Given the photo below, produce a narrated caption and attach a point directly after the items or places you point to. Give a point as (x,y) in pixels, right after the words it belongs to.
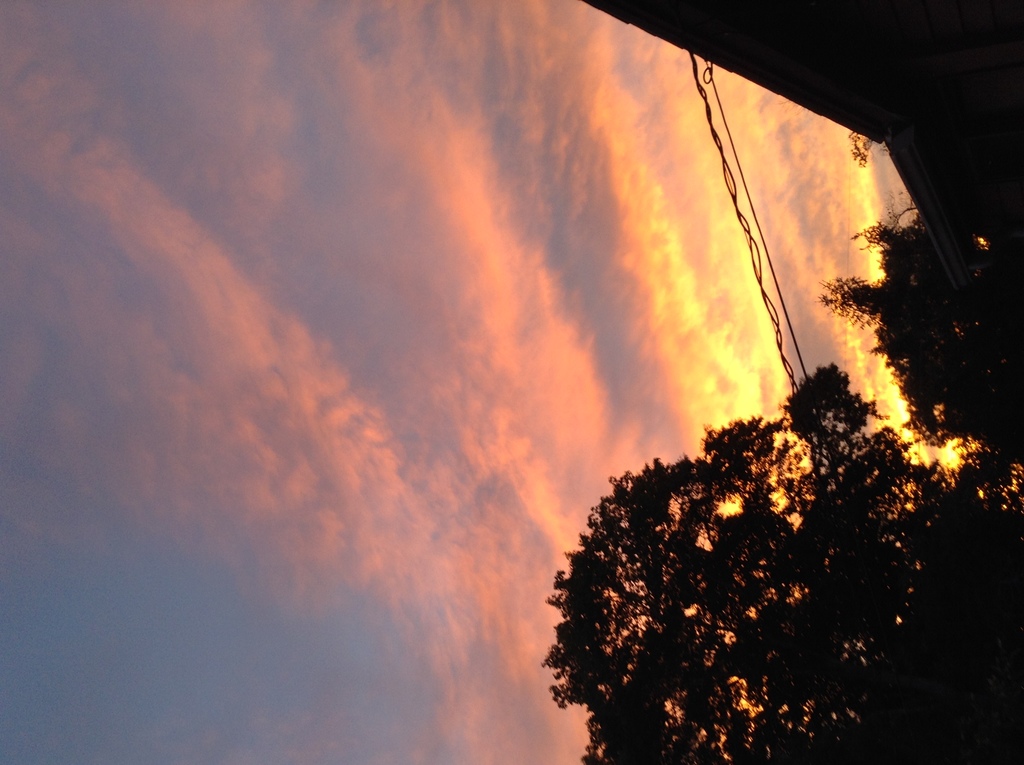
In the picture we can see some tree (981,708) with wire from the building (1007,123) and in the background (441,557), we can see a sky (475,532) with clouds (592,317).
